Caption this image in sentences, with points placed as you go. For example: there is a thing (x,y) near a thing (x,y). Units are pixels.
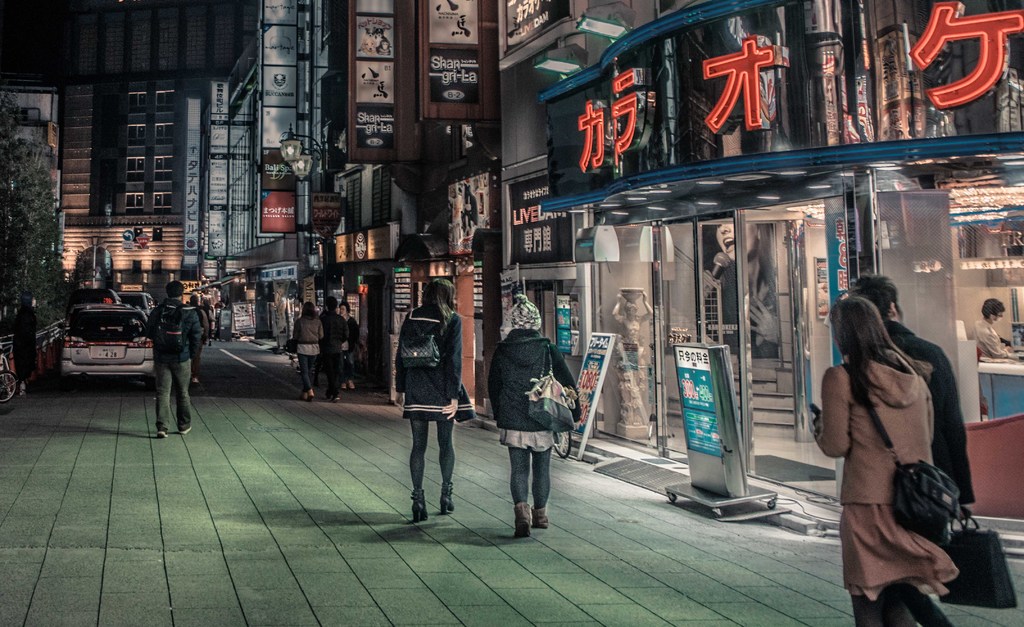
In the center of the image (523,399) we can see the persons (443,492) walking on the road (306,456). On the right side of the image (696,2) we can see shops (674,259) and persons (905,336) walking on the road (31,525). On the left side of the image (108,346) we can see vehicles (95,349) on the road (51,387), fencing (57,336) and trees (36,265). In the background (121,79) there are buildings (121,79).
